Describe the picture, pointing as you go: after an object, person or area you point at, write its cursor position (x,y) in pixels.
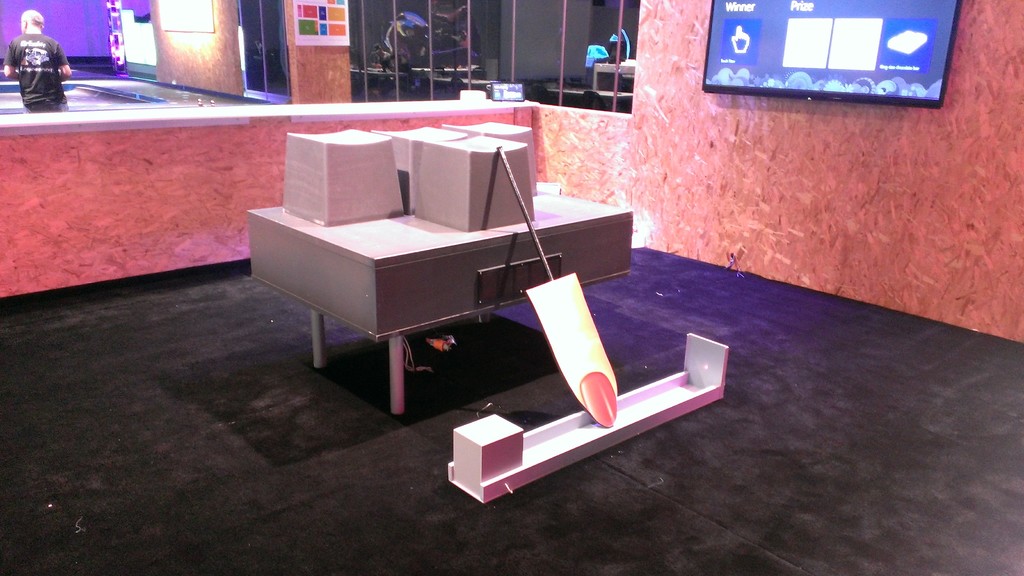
In this image I can see a table (425,288), on the table (423,284) I can see boxes (346,198) kept on the table (575,242) and on the left side (23,82) I can see a person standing in front of a red color wall (282,136) and at the top (854,149) I can see a red color wall (688,101) and a screen (803,17) attached to the wall (841,150), in the middle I can see a fence (566,16).
